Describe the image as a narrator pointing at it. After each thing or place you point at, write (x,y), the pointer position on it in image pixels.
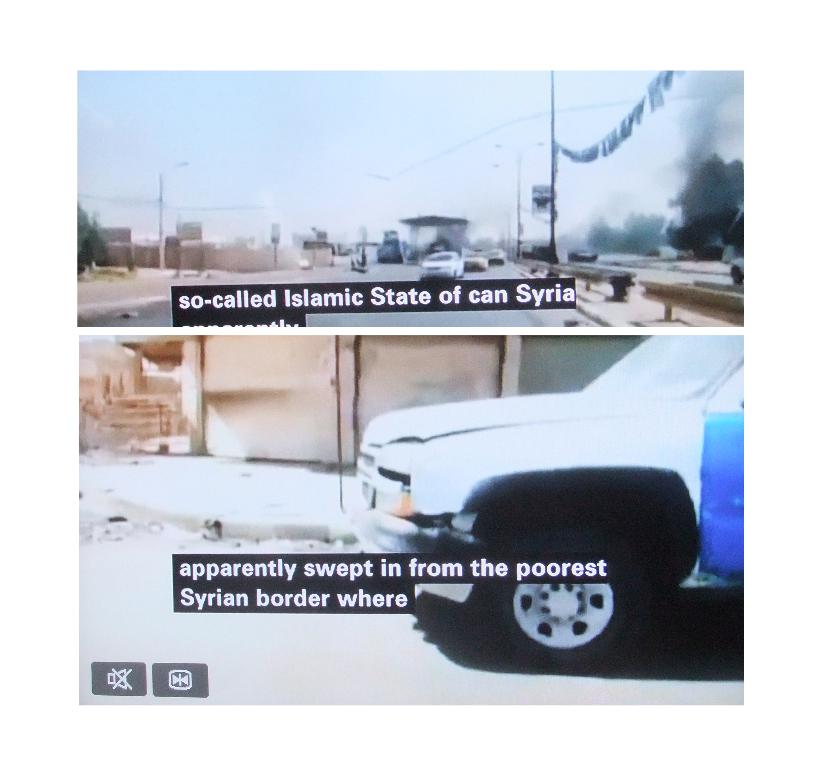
It is a collage image, there are two different pictures and there are some subtitles (324,286) being displayed in each picture, it is regarding war in a country. In the first picture there is a road (228,285) and few vehicles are moving on the road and in the second picture there is an image of a vehicle (365,434) and behind the vehicle (511,490) there is a wall (551,354).
